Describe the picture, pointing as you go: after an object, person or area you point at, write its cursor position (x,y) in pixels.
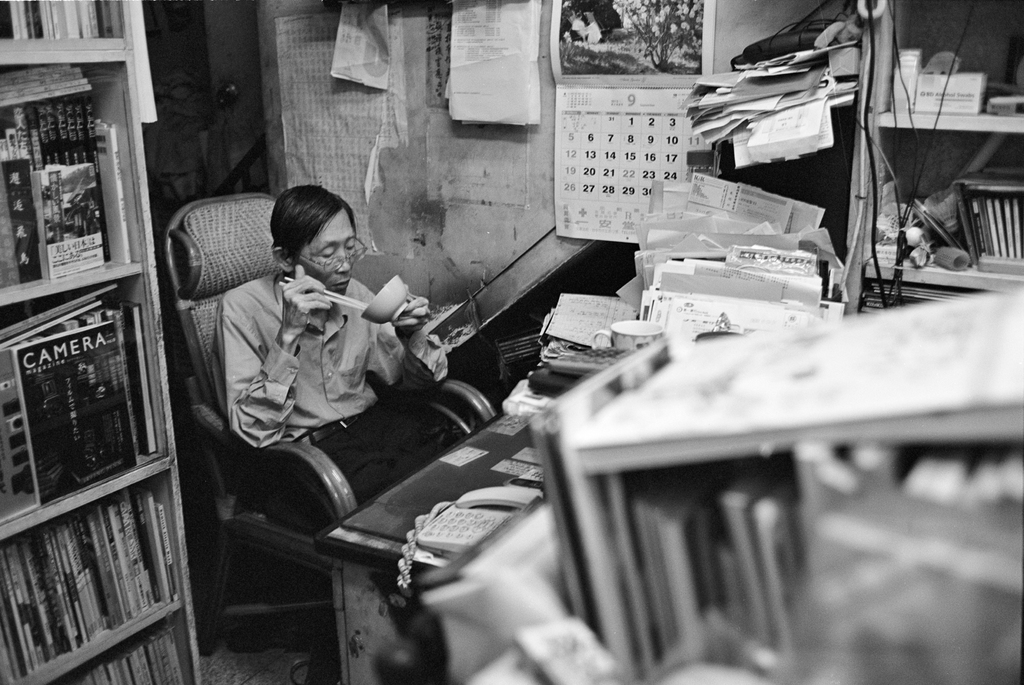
A person (269,323) sitting on the chair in the room (796,182) in front of table (506,435) which has some papers (577,341) and a telephone (449,515) and around him there are some racks (91,47) which have some books (67,468).
